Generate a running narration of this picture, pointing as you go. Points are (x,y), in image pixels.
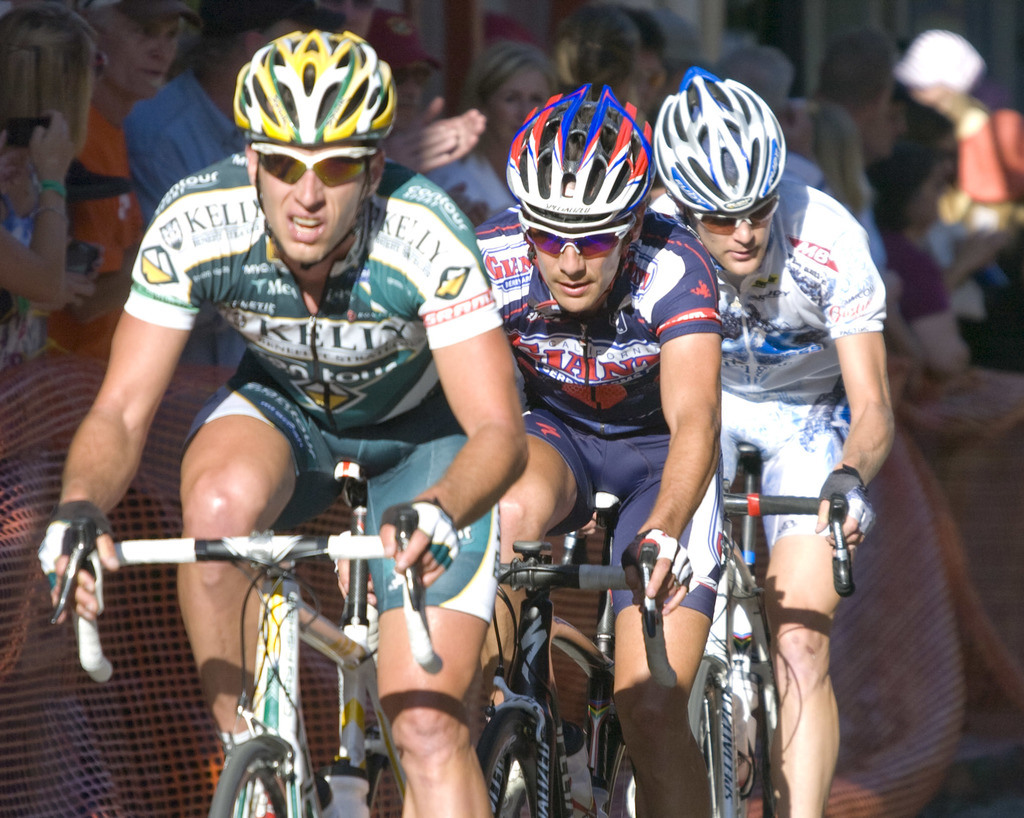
In this picture we can see three men (801,386) wore goggles (770,214), helmets (691,130), gloves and riding bicycles (844,536) and in the background (586,77) we can see a group of people (406,112) standing.
